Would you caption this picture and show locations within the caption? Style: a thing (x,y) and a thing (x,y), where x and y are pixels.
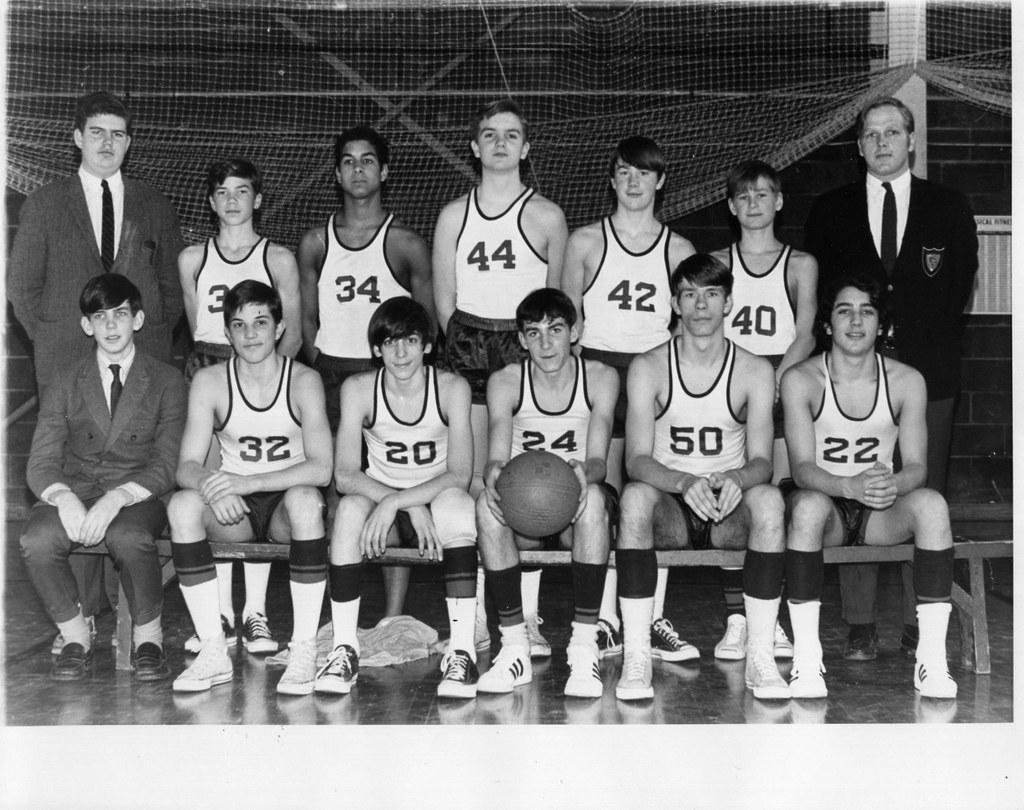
This image consists of many people (837,459). They are wearing jerseys (880,354). In the front (473,517), the boy (583,504) is holding a ball (570,510). At the bottom (379,704), there is a floor (257,671). In the background (254,91), we can see a net (572,91).
